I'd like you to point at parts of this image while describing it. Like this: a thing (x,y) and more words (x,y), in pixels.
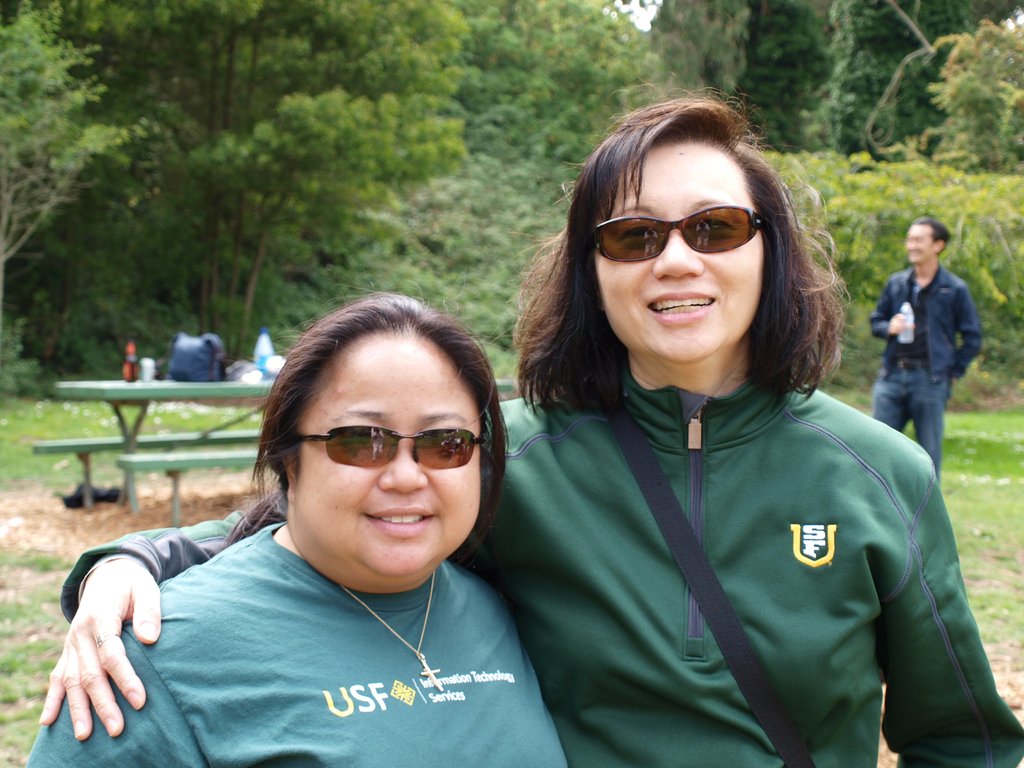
In the middle of the image (664,448) two women (778,356) are standing and smiling. Behind them there is table (110,383), on the table (110,383) there are some bags (208,373) and bottles (268,343) and cups (269,372). Behind them a person (911,226) is standing and holding a bottle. Behind him there are some trees (264,42) and grass (1016,418).
